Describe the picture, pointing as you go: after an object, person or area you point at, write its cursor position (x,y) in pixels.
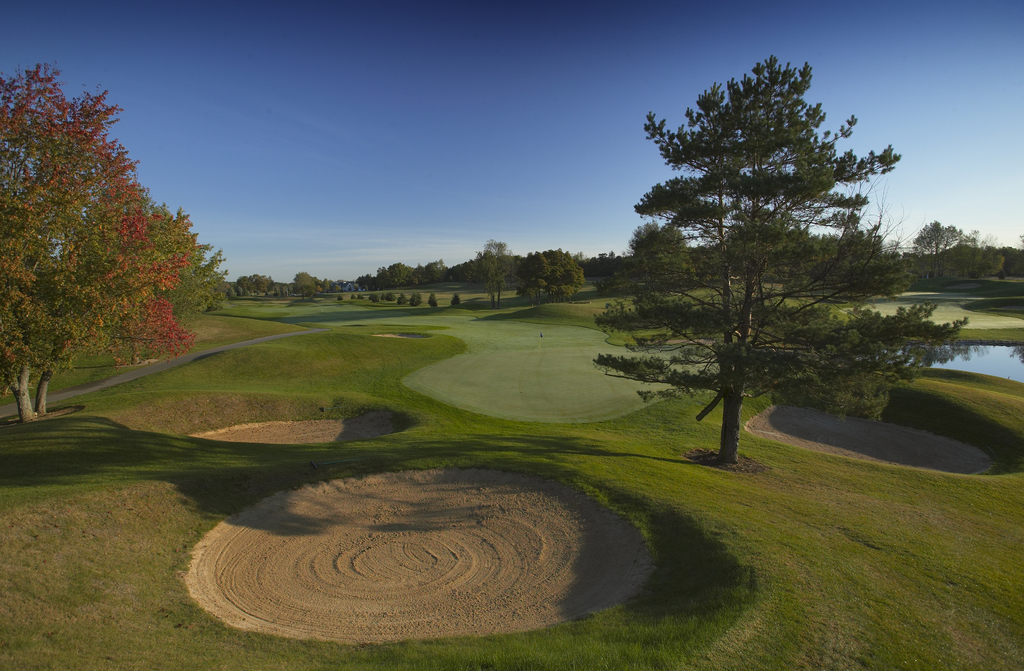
In this picture I can see trees (773,246) and I can see grass (759,629) on the ground (751,437) and I can see water (980,351) and a blue sky (636,133).
